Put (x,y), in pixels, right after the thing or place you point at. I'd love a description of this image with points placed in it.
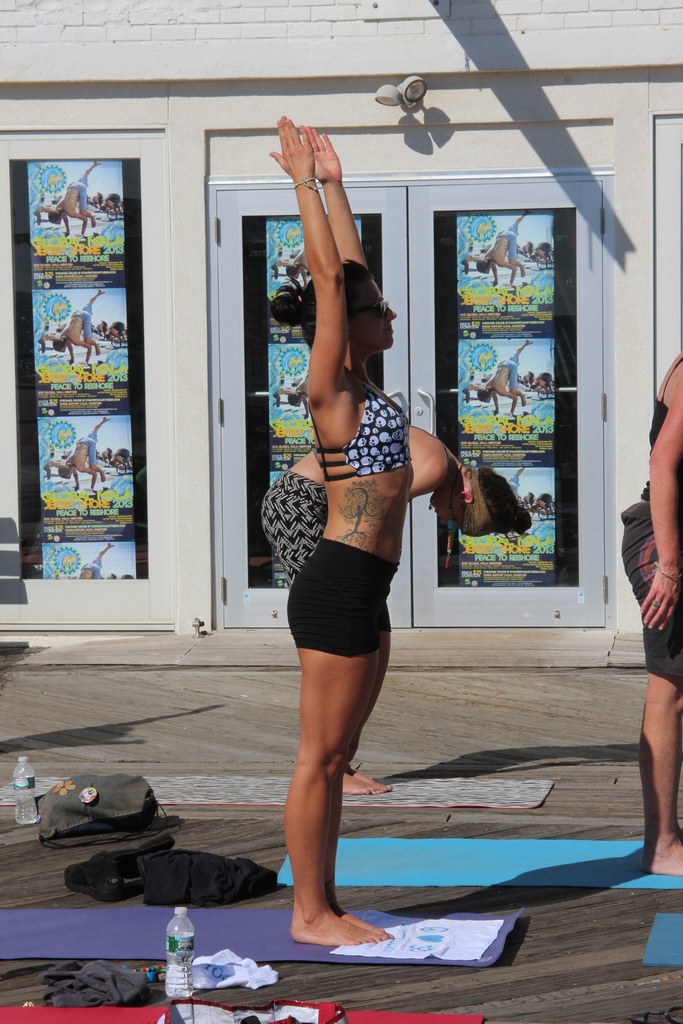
In this picture there is a lady (342,375) in the center of the image (388,459) on the mat (285,952) and there are other people (305,515) in the image, it seems to be they are exercising and there are mats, water bottles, and a bag (74,832) on the floor (87,743), there are posters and lamps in the background area of the image (486,285).
